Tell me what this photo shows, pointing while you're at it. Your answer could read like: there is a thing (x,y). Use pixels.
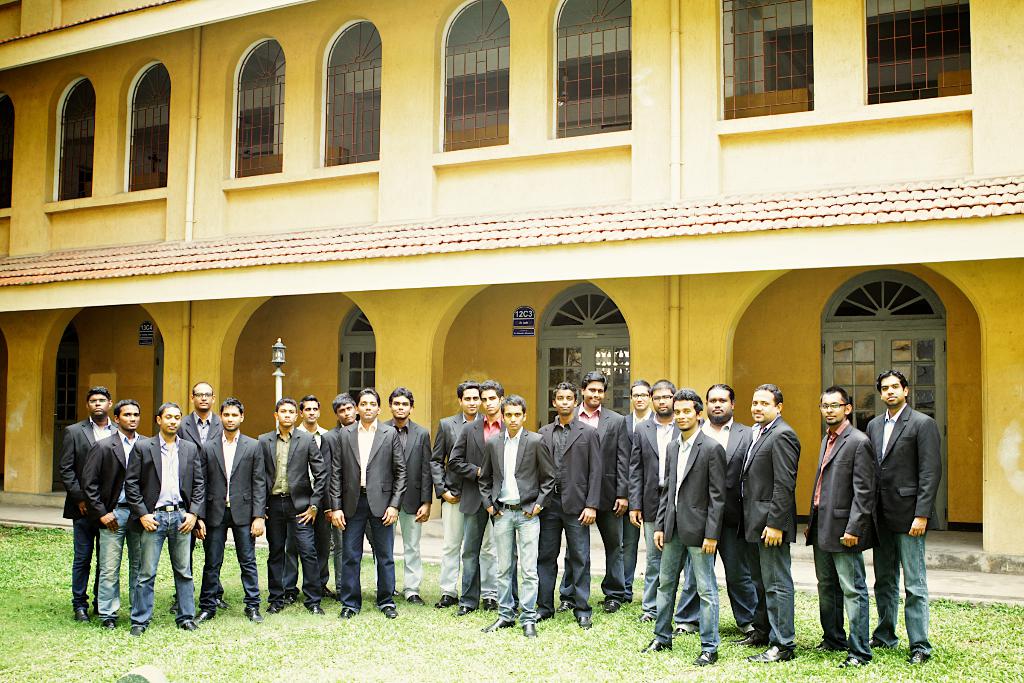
In this picture we can see a few people (895,528) standing on the grass (200,628). There is a street light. We can see a building (956,166) and a few windows (787,95) on it.
